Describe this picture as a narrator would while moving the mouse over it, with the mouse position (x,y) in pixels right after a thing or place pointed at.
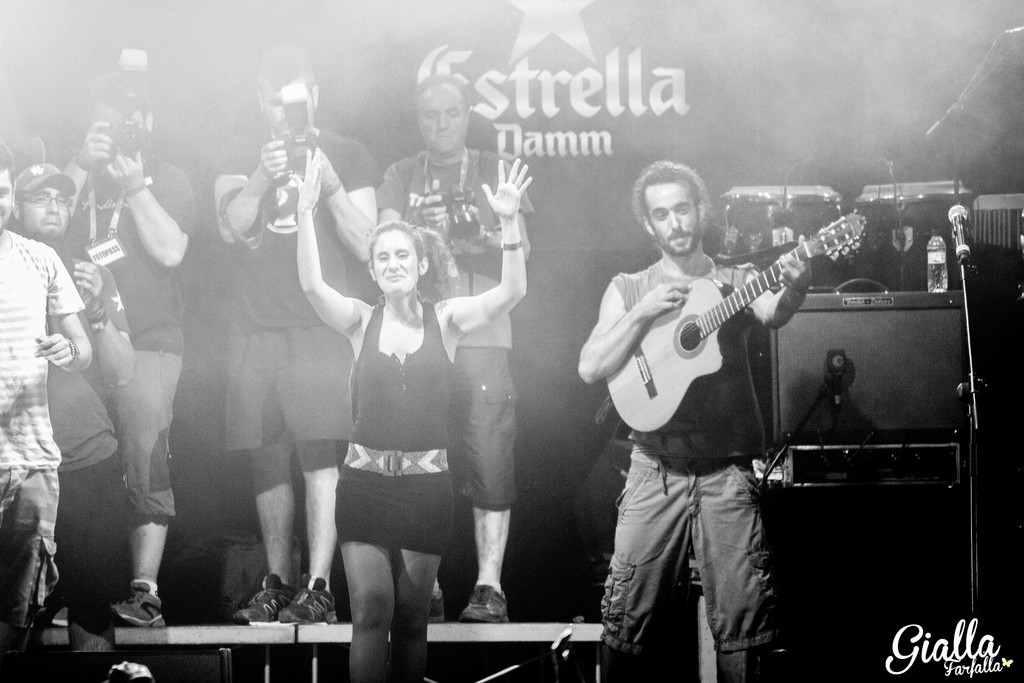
this is a black and white image. the person (364,445) at the center (366,447) is wearing a black dress (393,476) and raising her hands (506,213). a person (703,439) at the right (703,434) is holding a guitar (726,308). right to him there is a microphone (959,227) and at the back (796,224) there are drums (750,194). at the left (10,443) a person (33,429) is standing. at the back (111,232) people (132,179) are standing on the tables (440,625), holding cameras (298,142) in their hands (440,210). at the background (490,91) Estrella damm (610,131) is written on the banner (554,354).
